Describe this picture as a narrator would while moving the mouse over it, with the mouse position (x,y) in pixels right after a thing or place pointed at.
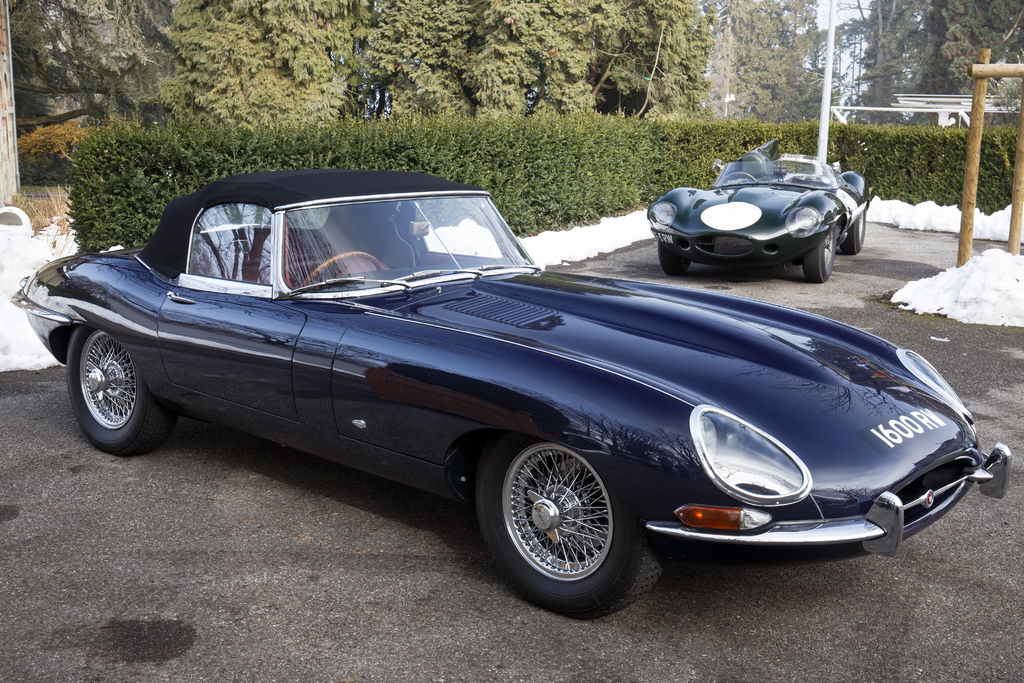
In the image in the center (451,379), we can see two cars (812,216). In the background (895,13), we can see trees (491,33), plants (810,126), poles (1019,151) etc.
